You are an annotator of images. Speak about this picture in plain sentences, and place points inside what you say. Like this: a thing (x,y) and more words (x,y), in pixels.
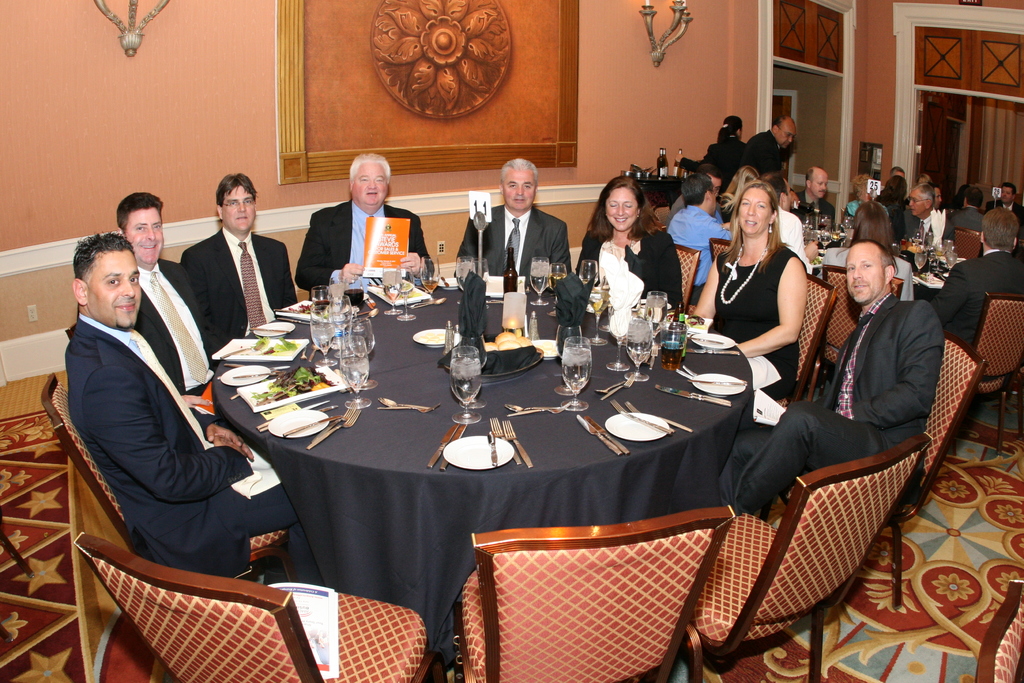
In this picture we can see a group of people (653,279) sitting on chairs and in front of them on table (616,479) we have glasses (571,344), plates (630,423), forks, knives (436,460), spoons (383,400) with some food item (301,369) and in the background (610,173) we can see wall (227,76) with frame (561,85), some more persons (903,213), windows (922,134), curtains (989,149).
